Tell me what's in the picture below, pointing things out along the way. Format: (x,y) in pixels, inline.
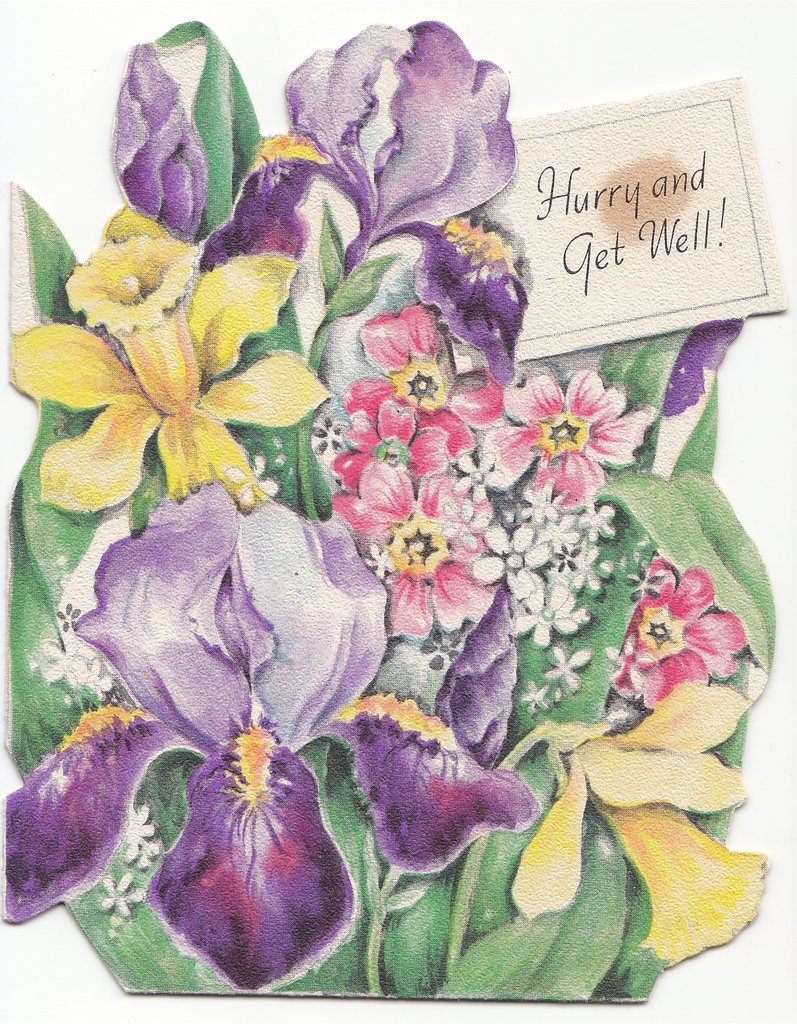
In this image we can see a picture (295,745) of a bouquet (281,725) with a card (692,193) and some text (696,248) on it.
